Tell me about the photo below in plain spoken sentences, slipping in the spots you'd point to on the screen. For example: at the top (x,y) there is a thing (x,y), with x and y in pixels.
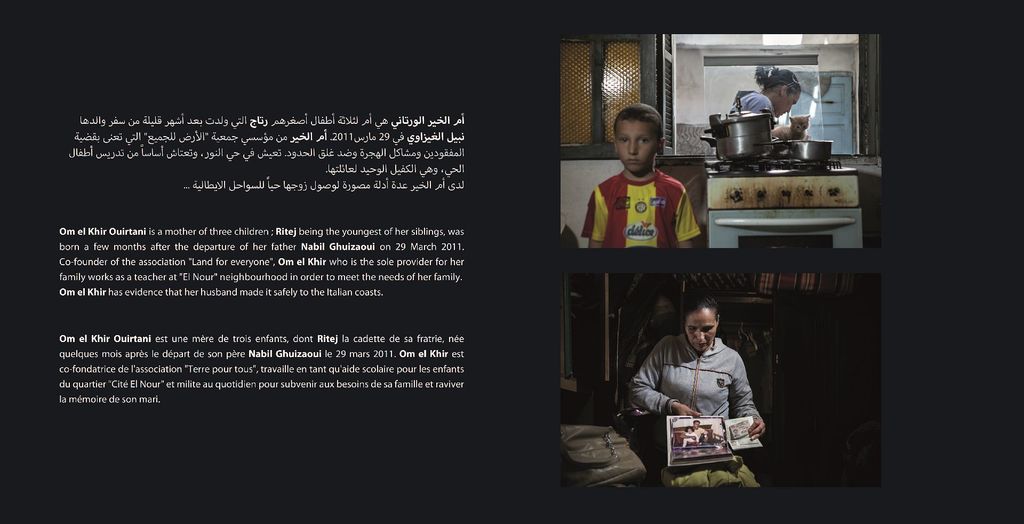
In this image I can see two pictures. A picture (731,372) of a woman (714,376) sitting on a chair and holding few objects (722,438) in her hand (761,423) and I can see a bag (614,435) beside her and few clothes (779,280) in the wardrobe (735,296) behind her. Another picture (653,165) of a boy (628,191) wearing red and yellow colored t shirt (623,194), a gas stove (769,175) with few bowls (817,151) on it, a woman (775,94) and a cat (793,118). I can see the window (624,98). I can see the black colored background (509,45) on which I can see few words (447,125) written in different languages.
